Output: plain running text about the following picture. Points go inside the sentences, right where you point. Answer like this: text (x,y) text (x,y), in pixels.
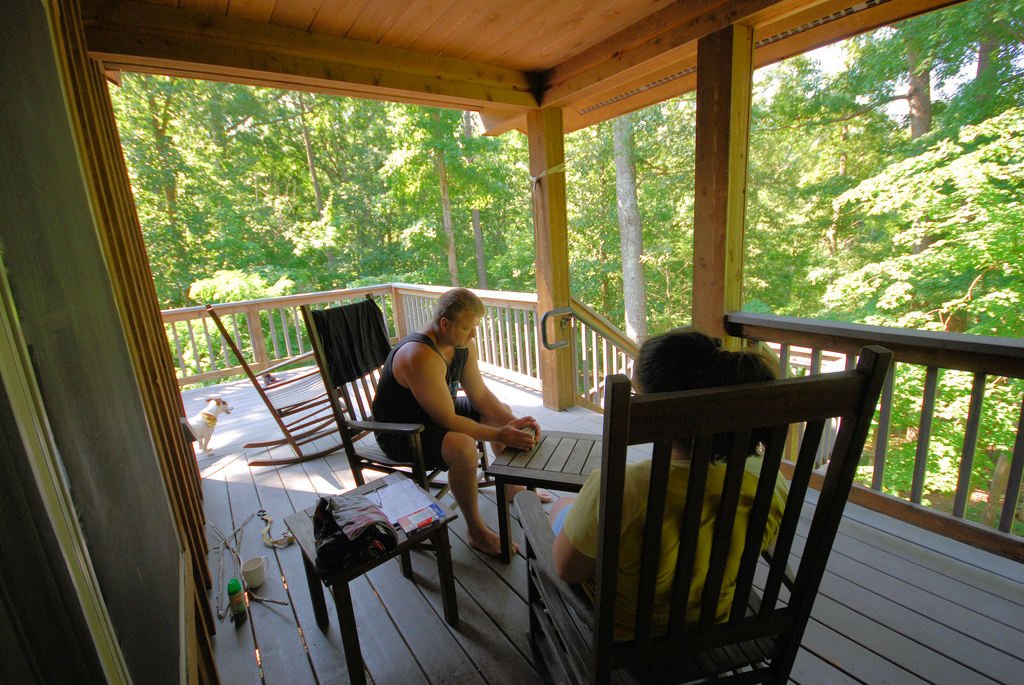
In this image we can see a man (485,411) and a woman (635,564) sitting under a roof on the chairs (601,641) beside a table (505,518). In that a man (458,450) is holding an object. We can also see a table (308,521) beside them containing some clothes (319,557) and papers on it. We can also see a mug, bottle (236,583), a swing chair (298,403) and a bottle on the floor (375,579). On the backside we can see a fence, wooden poles (723,190), the bark (623,171) of the tree (625,156) and a group of trees (824,239).
